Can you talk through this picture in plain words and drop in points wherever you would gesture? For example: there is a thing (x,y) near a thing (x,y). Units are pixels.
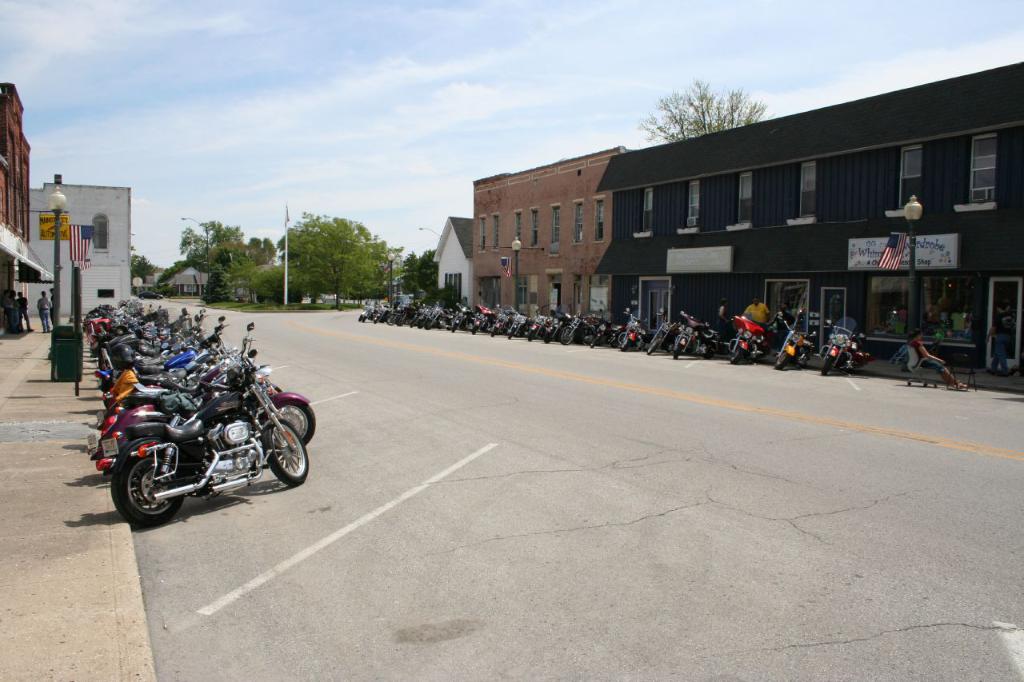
In this image there are bikes (111,328) on the road (673,522). There are people (22,309) standing on the pavement (60,475). There are street lights (56,216), flags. On the left side of the image (52,341) there is a dustbin (58,371). On the right side of the image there is a person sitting on the chair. In the background of the image (99,286) there are buildings (43,248), trees (351,235) and sky (451,69).
